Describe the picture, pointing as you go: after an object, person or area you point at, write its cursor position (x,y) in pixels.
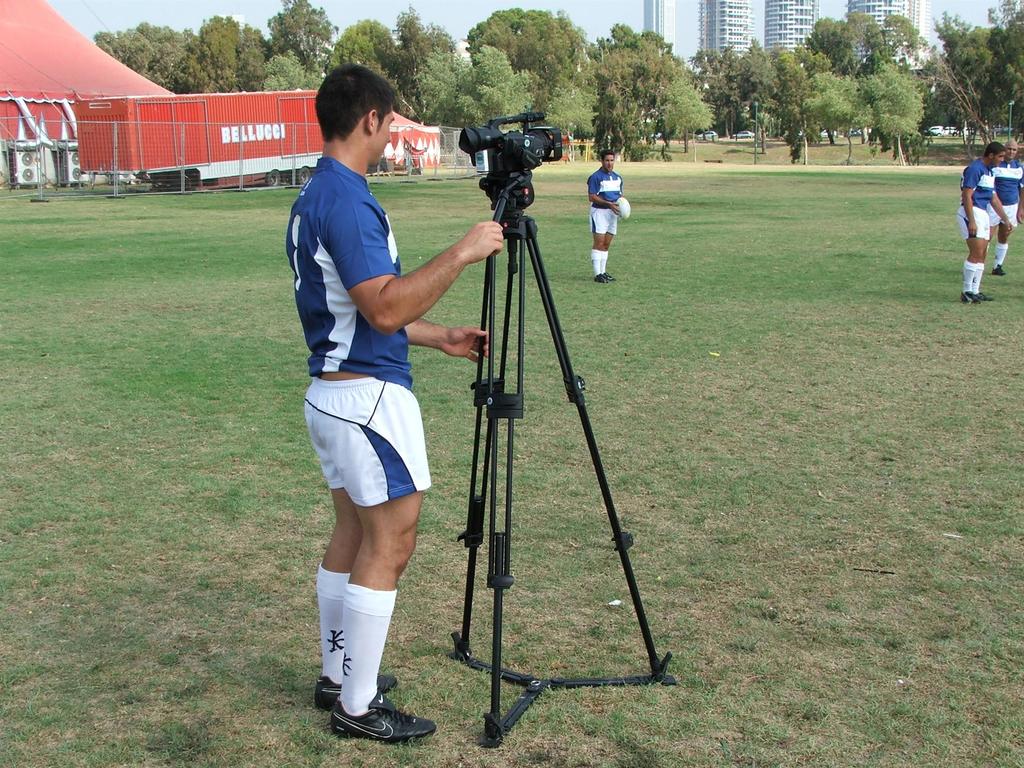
In this picture we can see a man (367,82) standing on the grass (595,354) and holding a video camera (525,132) with a stand (524,239). In the background (543,90), we can see red tents (2,30), vehicles (247,110), trees (404,111), buildings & some people (970,175).
